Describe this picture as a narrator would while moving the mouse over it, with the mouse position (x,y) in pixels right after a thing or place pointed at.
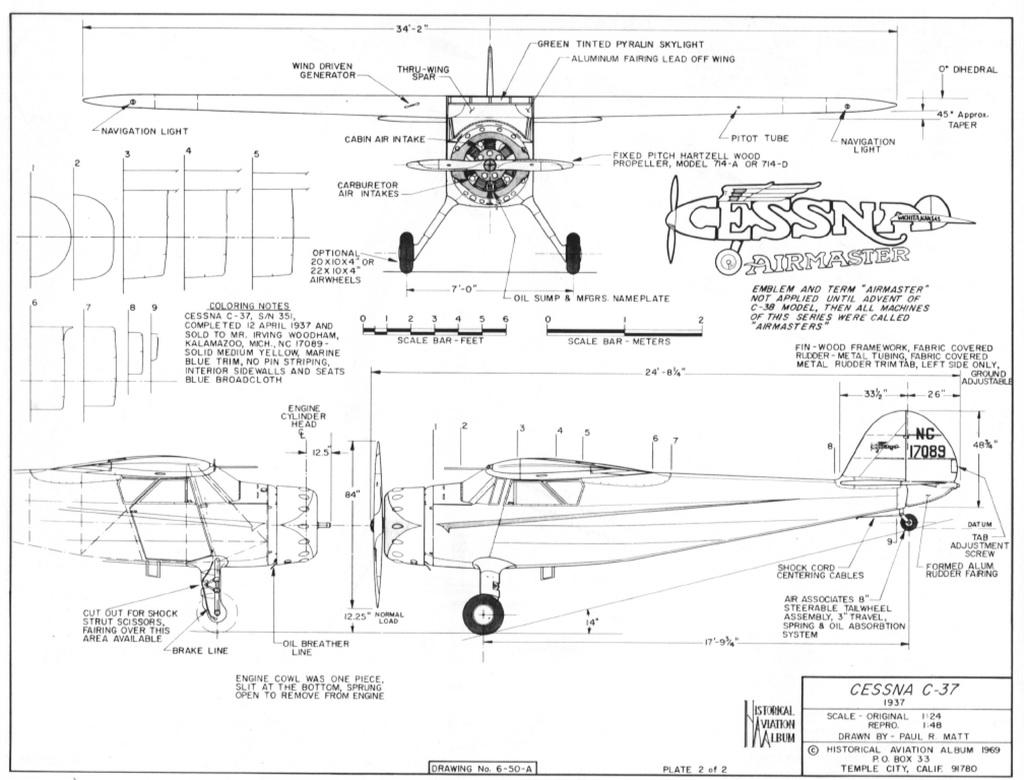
In this picture we can see sketch (419,264).
